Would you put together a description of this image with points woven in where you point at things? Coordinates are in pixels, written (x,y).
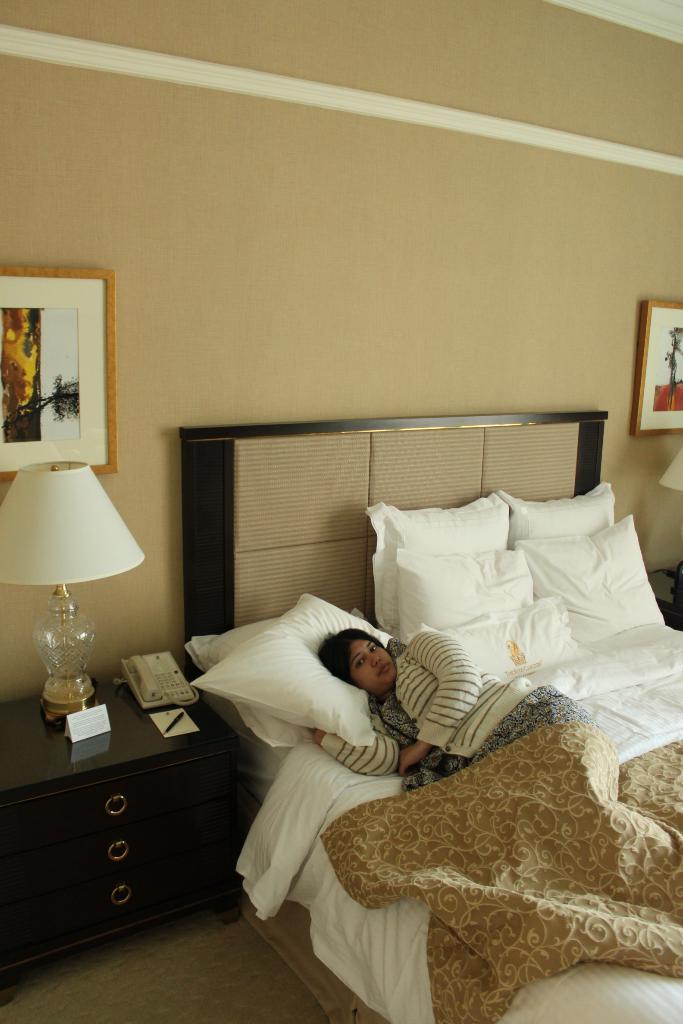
In this image this is a picture of a bed room (322,128) where there is a woman (416,638) laying in the bed (482,938), blanket (545,861), pillow (481,521), frame (70,417) attached to wall (257,336), lamp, cupboard (131,759), telephone (156,698).
